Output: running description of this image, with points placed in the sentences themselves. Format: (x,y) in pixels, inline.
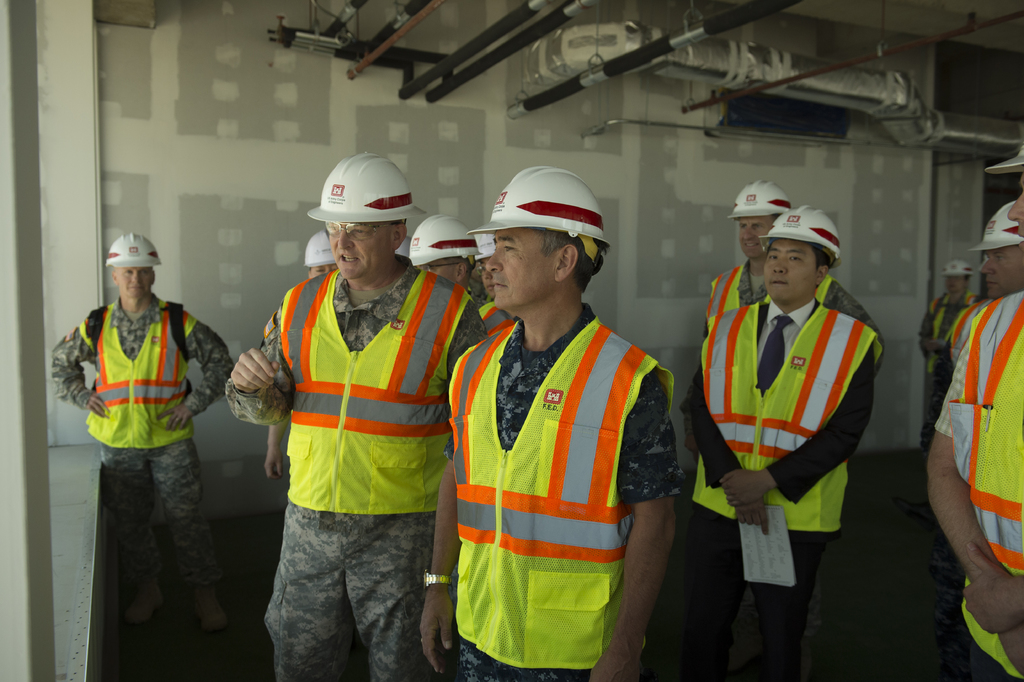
In this picture we can see some people (739,478) standing here, they wore helmets (991,245), in the background (244,251) there is a wall (293,138), we can see metal rods (630,59) here.
